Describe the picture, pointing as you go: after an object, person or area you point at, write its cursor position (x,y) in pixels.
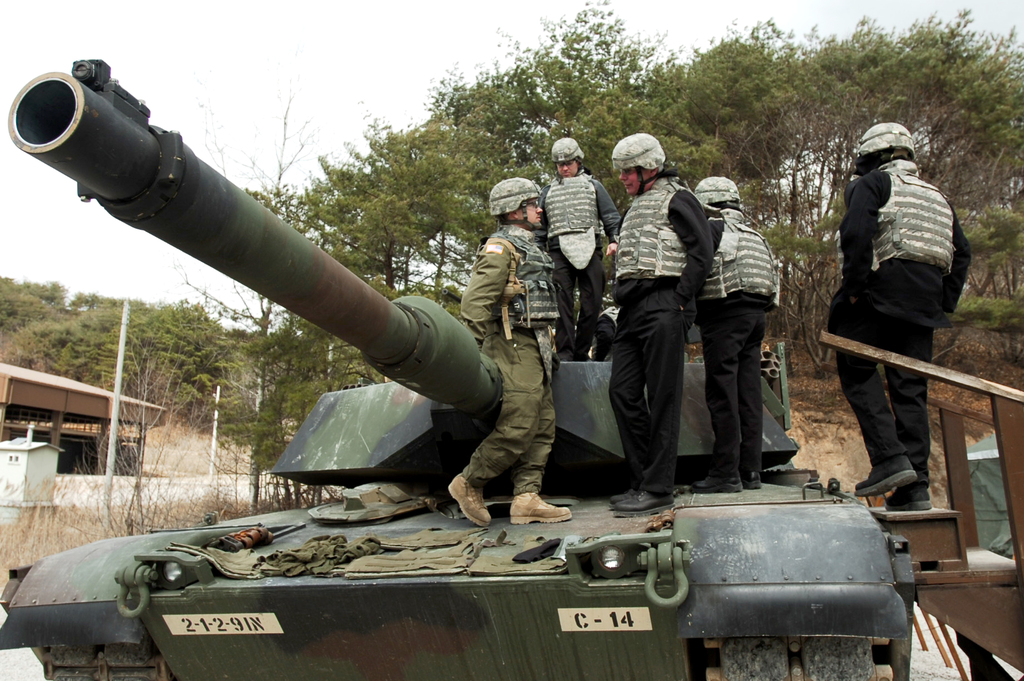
In this picture I can see a tank (584,468) in front (694,439) on which there are few people (741,285) who are standing and on the right side of this image (943,410) I see the steps (962,455) on which there is a person (908,251). In the background (311,498) I see number of trees (736,46), sky (716,10) and I see few poles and on the left side of this image (87,418) I see a building (94,409).
